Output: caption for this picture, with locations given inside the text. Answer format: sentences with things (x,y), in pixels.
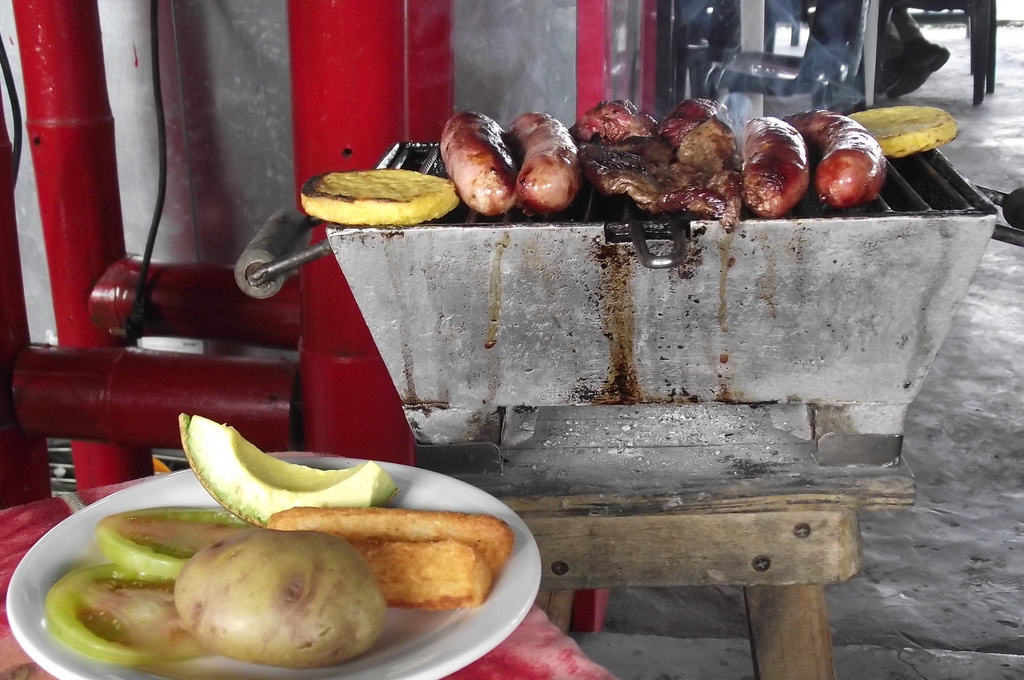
In the background (738,51) we can see partial part of the chairs (976,23) and person legs (887,25). We can see food (361,183) placed on a grilled stove (936,208) which is on a wooden platform (778,524). We can see red poles (105,99) and black wires (157,55). We can see food (416,562) and other veggies (346,494) placed on the white plate (210,668).
